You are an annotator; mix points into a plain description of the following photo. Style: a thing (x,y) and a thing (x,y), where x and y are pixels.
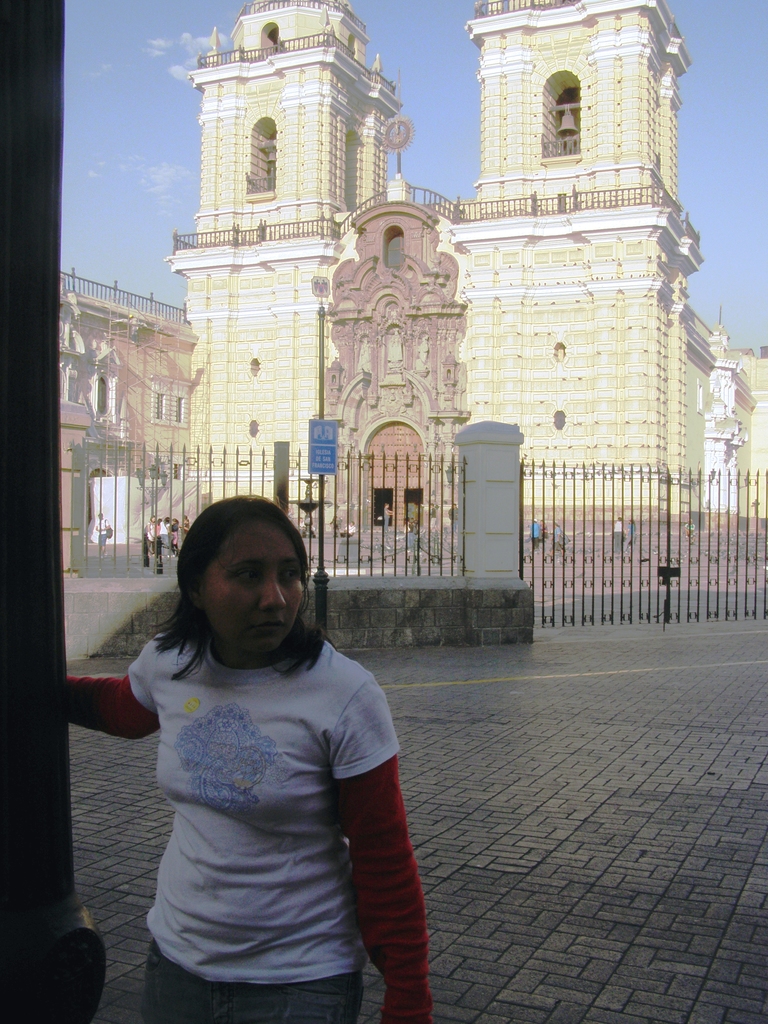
In the foreground (761,844) I can see a woman (142,709) on the road (607,707). In the background (528,544) I can see a fence (505,540), crowd (415,526) and a church (405,290). On the top (432,140) I can see the sky (459,134). This image is taken during a day.
